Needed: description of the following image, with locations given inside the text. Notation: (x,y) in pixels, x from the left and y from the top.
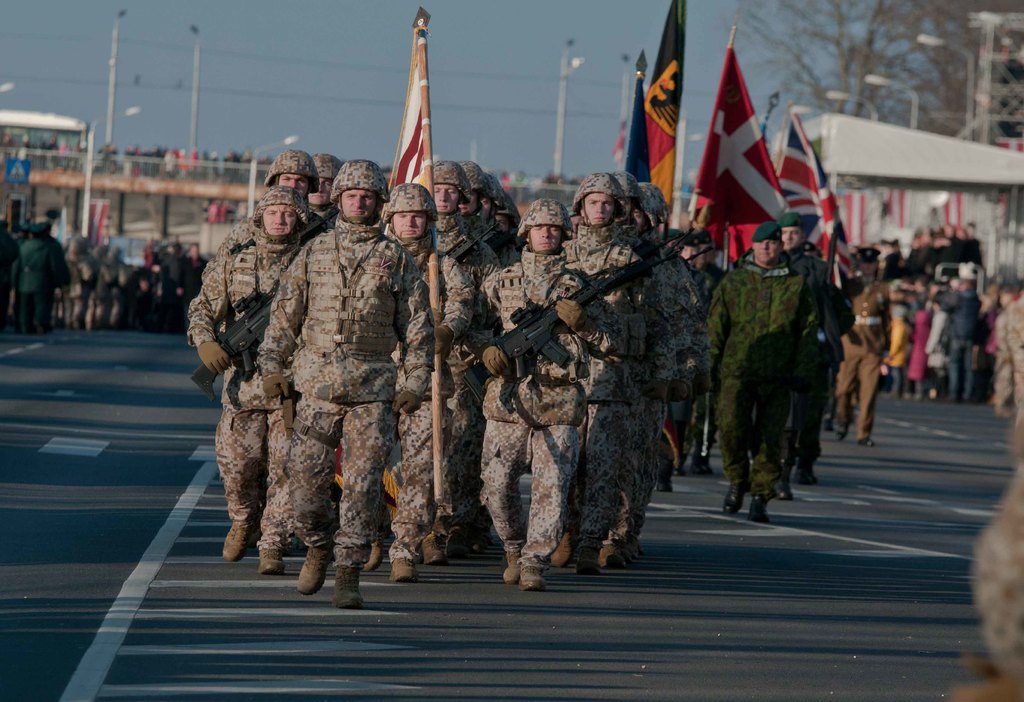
In this picture, we can see a few people (407,328), and among them we can see a few soldiers (560,278) holding some objects (662,178) like flags (662,178), guns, and we can see the ground (426,567), poles (86,199), lights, and the blurred background (605,142) with trees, sheds (904,148), and the sky (632,101).
